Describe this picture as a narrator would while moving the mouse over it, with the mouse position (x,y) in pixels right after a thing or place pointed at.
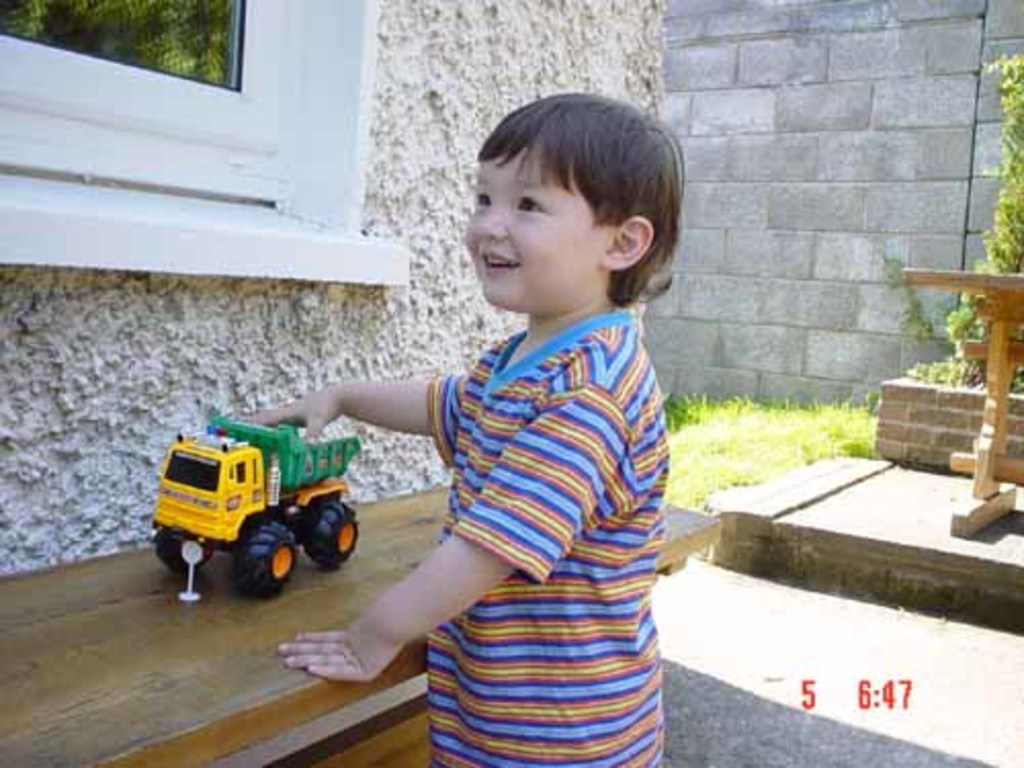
This is a boy (542,361) standing and smiling. I think he is playing with a toy (309,509). This looks like a wooden board (248,602). I think this is a window (205,107), which is attached to a wall (438,67). I can see the grass (773,443). On the right side of the image (1007,342), that looks like a wooden object (1000,322). I think this is a tree (966,359). Here is a wall (747,204). This looks like a watermark (906,699) on the image.
